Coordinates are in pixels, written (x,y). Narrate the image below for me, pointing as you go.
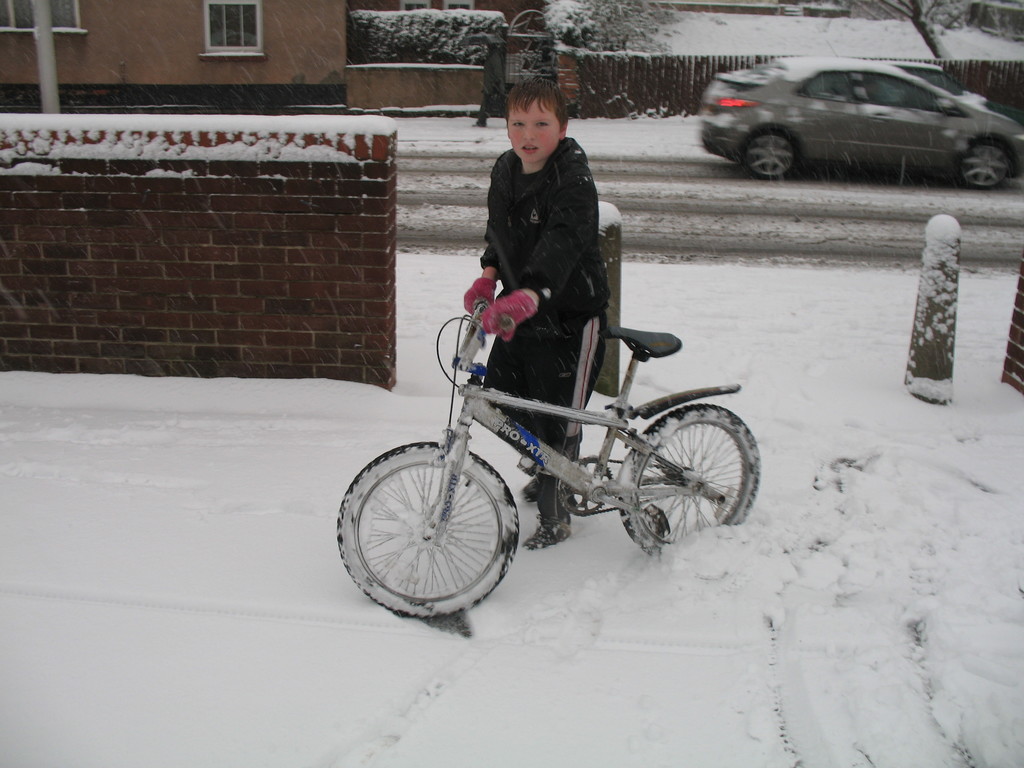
On the background (225,53) we can see a house (243,33) with buildings (345,22), trees (448,18). with full of snow (766,26). We can see a car (948,150) on the road (937,179). We can see a boy (489,271) holding a bicycle (463,522). He is wearing gloves (479,299). Here we can see ice (401,650).
